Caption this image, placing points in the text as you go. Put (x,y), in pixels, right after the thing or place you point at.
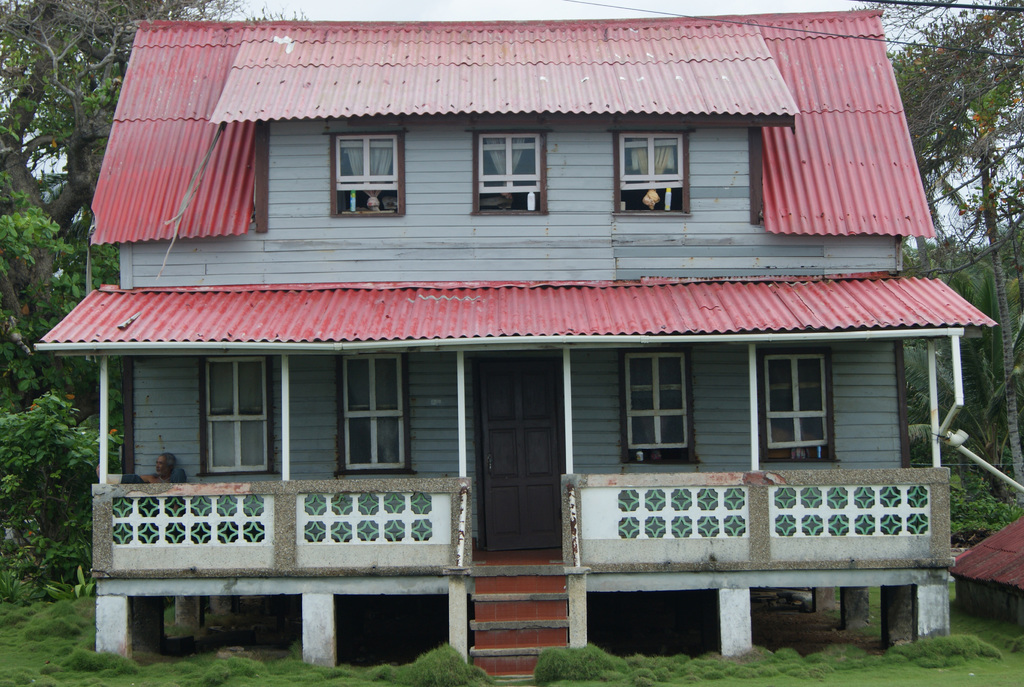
In this image we can see the roof house (499,332) with the windows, door (537,460) and also stairs (514,604). We can also see the trees (102,257), grass (838,649), sky (468,6) and also a person (165,479) on the left (171,465).
